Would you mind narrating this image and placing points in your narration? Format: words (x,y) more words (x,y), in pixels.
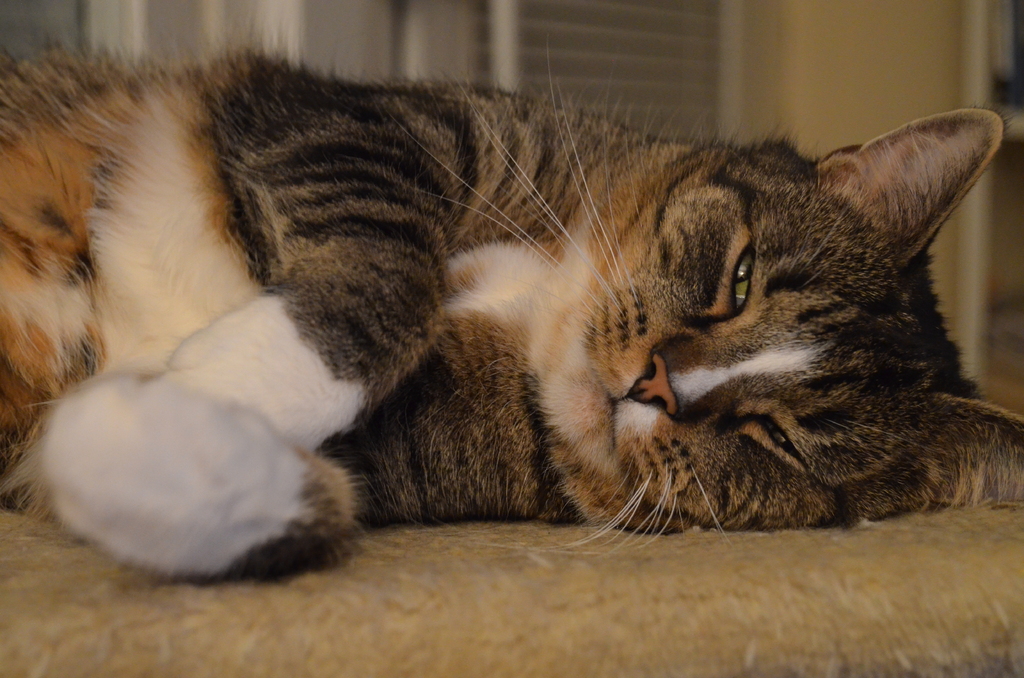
In this image I can see the cat (318,329) which is in white, brown and black color. It is on the brown color surface (516,595). In the back (775,48) there's a wall (835,60) and it is blurry.
